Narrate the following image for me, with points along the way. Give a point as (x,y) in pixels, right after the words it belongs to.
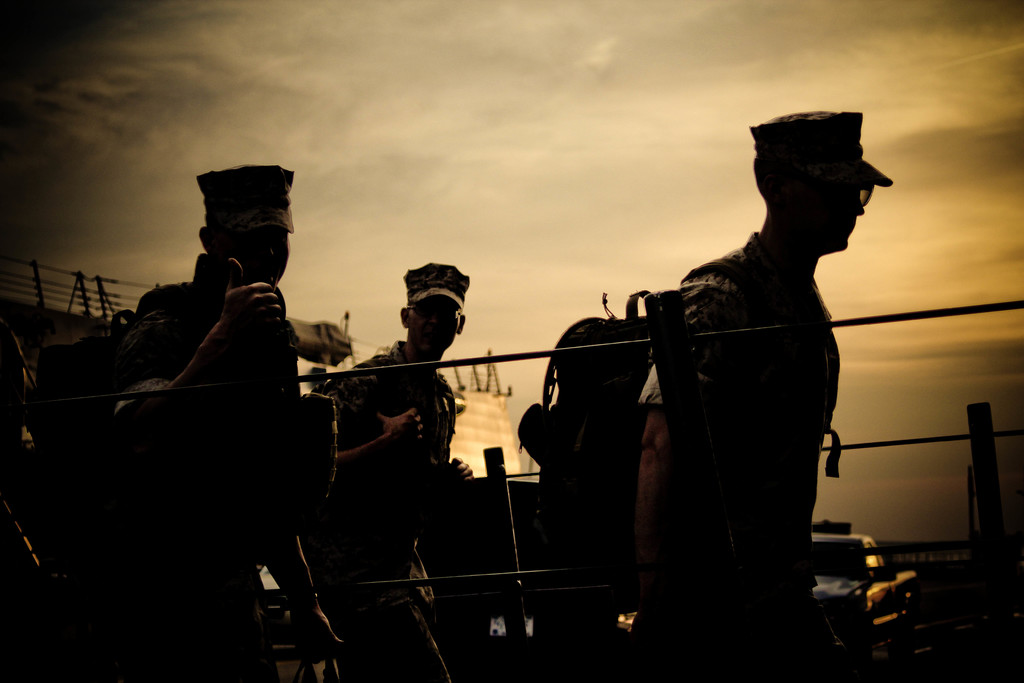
In this image there are three persons (288,347) wearing a cap (788,167) and bags (127,493) walking on bridge (699,429), it might look like a bridge (707,469) on the right side (838,607) there is a vehicle (827,574), at the top (439,139) there is the sky (618,190).
